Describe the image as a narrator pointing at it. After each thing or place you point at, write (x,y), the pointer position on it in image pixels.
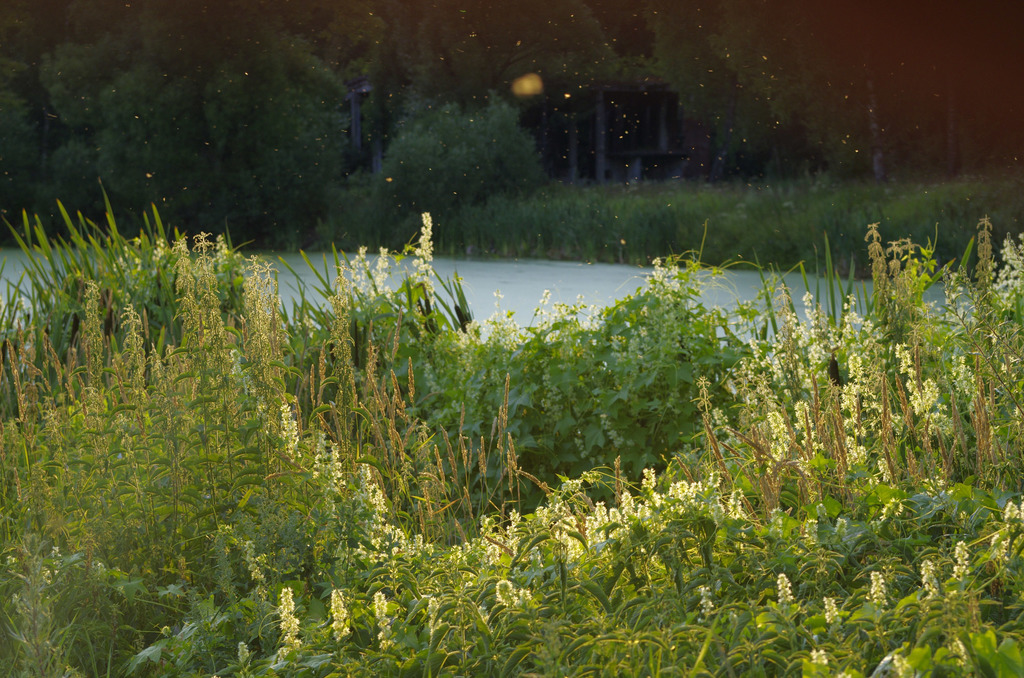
In this image I can see few green color plants (583,250), trees (853,35), water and the black color object (601,137).
